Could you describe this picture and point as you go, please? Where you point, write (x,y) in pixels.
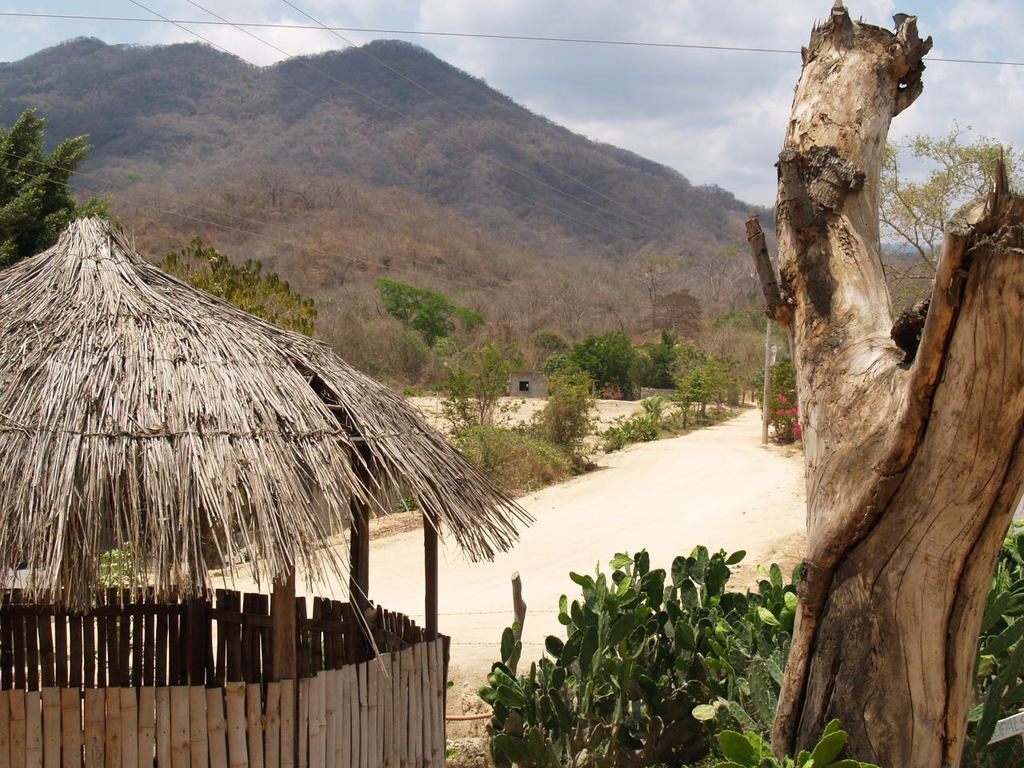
In this image there is a hut (331,617), plants (592,612), trees (959,581), mud road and mountain (165,208) covered with trees (687,181).
